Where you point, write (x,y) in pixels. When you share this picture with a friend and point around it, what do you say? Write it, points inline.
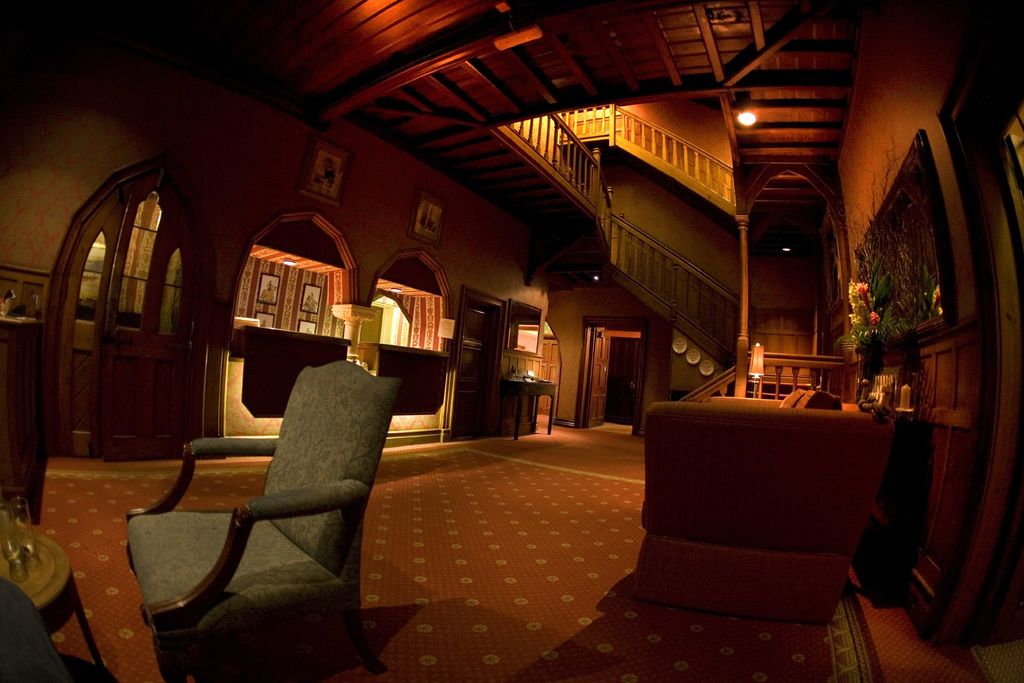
This is the picture of a hall (505,316) where we have a sofa (776,582), table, some frames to the wall (500,236), staircase (616,226), flower vase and some windows (137,301).
